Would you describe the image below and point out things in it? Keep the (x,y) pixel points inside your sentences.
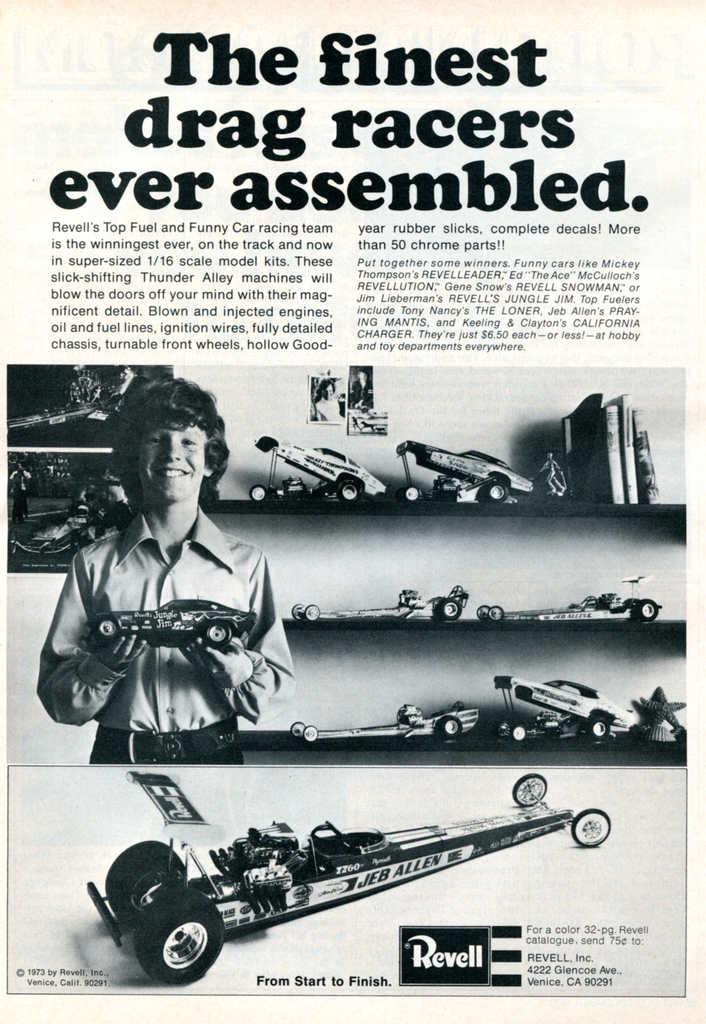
This is an article and in this article we can see a boy (128,664) holding a toy car (192,604) with his hands (250,660) and smiling, toys (406,600), photos (322,386), books (641,476) and some text (165,254).
